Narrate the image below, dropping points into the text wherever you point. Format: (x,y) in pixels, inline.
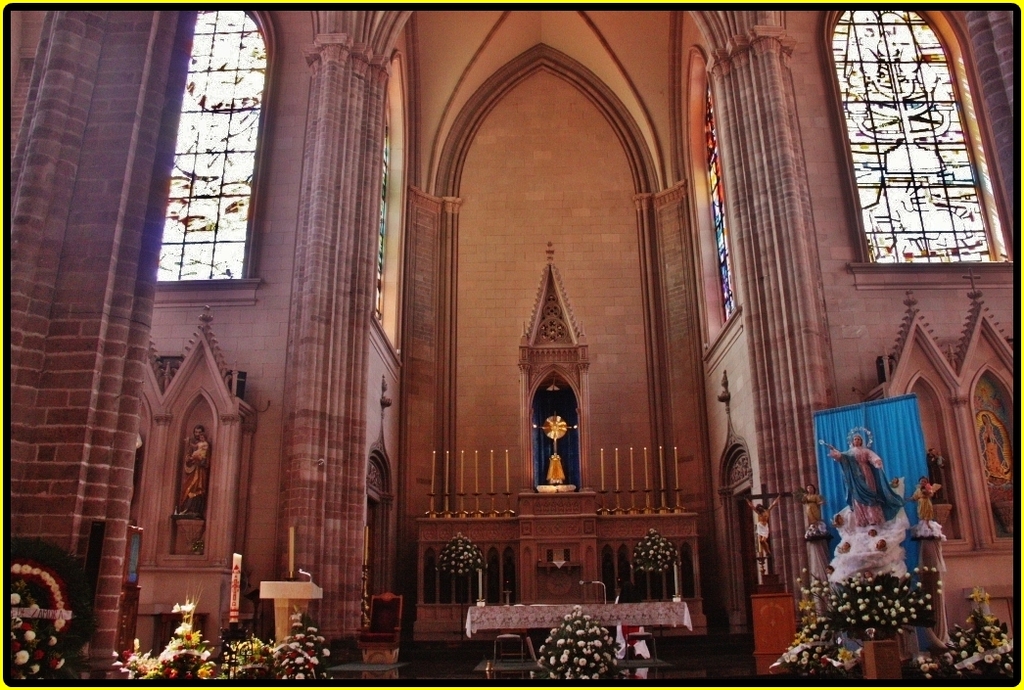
This image is taken from inside the church (290,488), in this image there are a few sculptures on the wall (973,446) and there are a few bouquets (304,613) arranged, there is a table (508,609) on which there are candles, there are windows (923,148) with some paintings (194,152).
